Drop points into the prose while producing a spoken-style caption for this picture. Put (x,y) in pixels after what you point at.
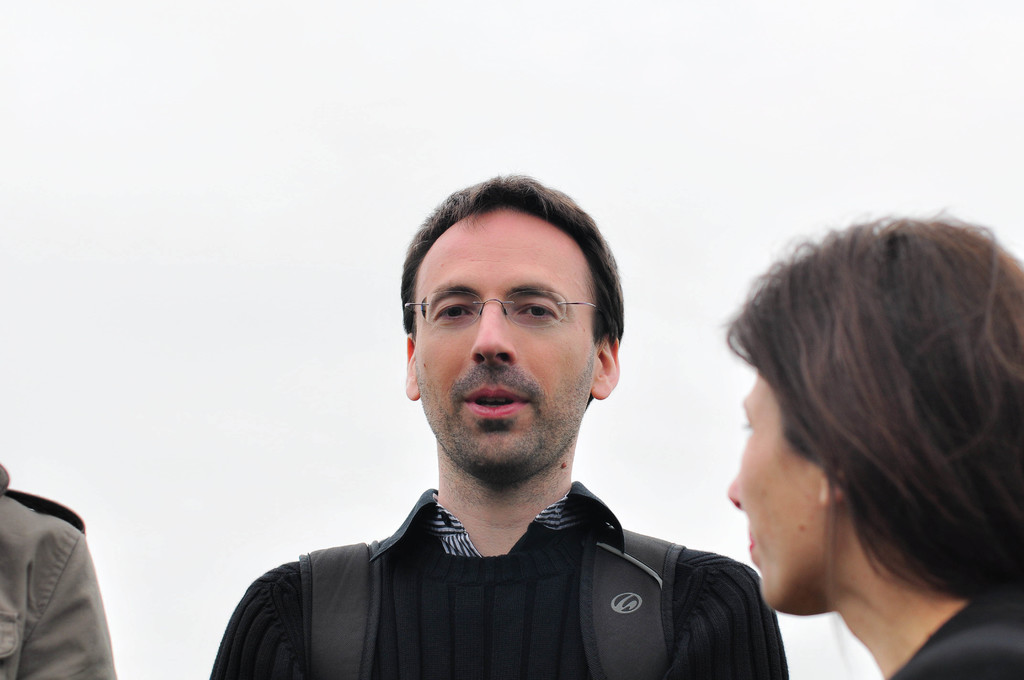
In this image we can see two persons (889,428), also we can see the shoulder (38,553) of a person (23,553), and the background (277,213) is white in color.
